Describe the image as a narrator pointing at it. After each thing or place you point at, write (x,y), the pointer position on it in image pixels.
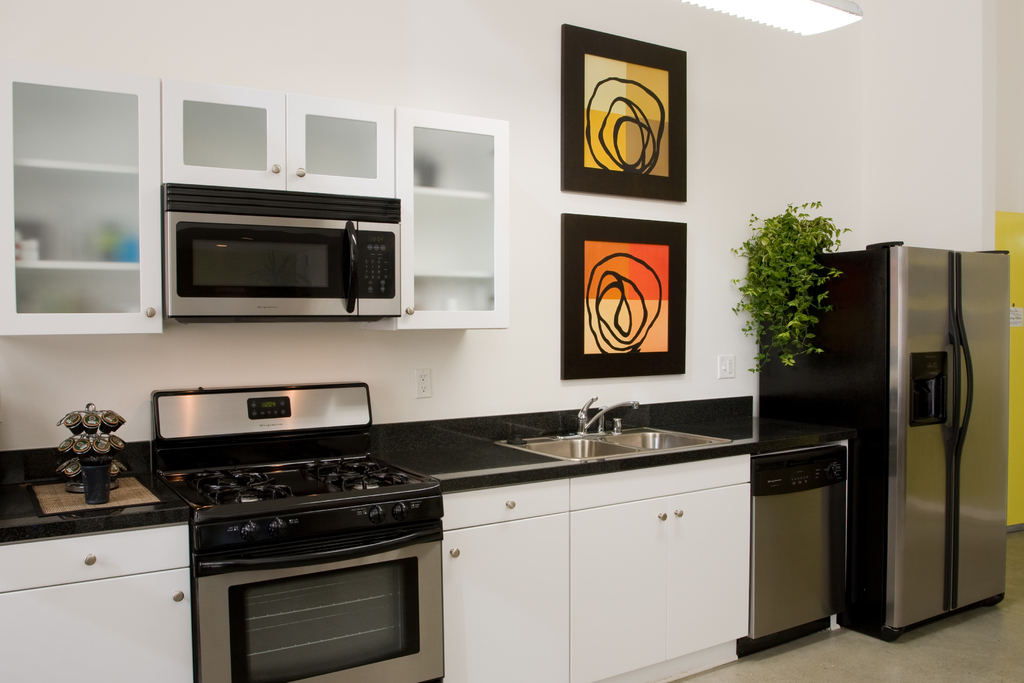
In the image we can see a refrigerator (897,401), plant (812,282), wash basin (664,445), water tap (597,398), frames (617,292) stick to the wall (592,200), stove (307,478), oven (256,275), cupboards (53,201), wall (844,142) and floor (871,649).
